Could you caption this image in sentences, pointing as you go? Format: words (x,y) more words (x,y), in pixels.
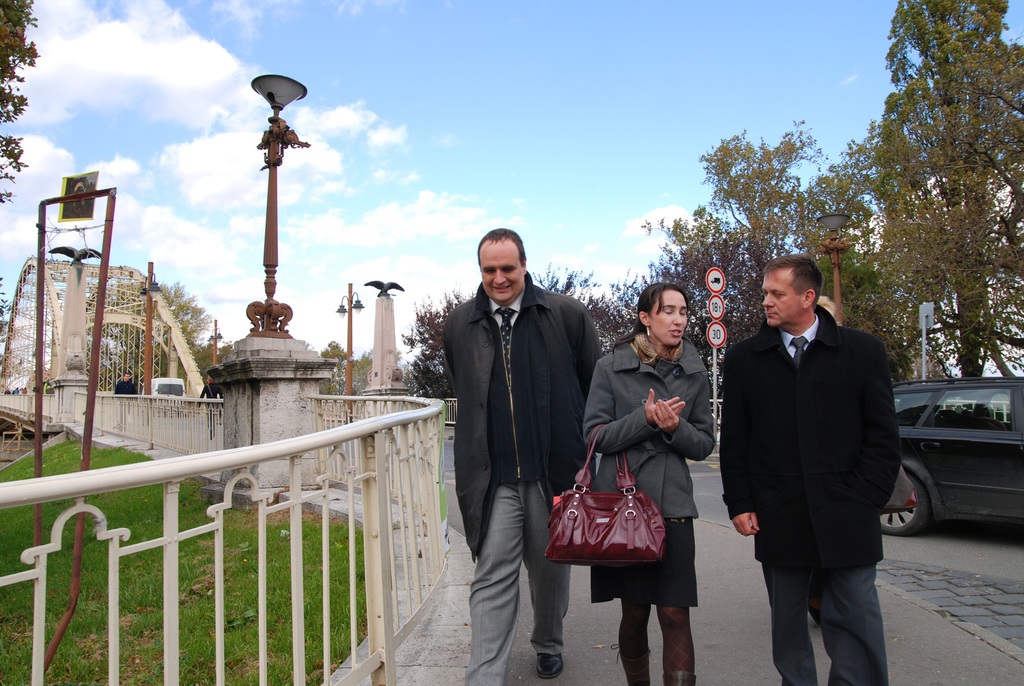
In this image we can see three person (529,366) walking on the road (898,573). At the background (57,416) we can see a bridge (14,359), trees (702,332) and a signboard (719,277). There is a vehicle (947,487) on the road (944,533). The woman (627,568) is holding a handbag (616,539). There is a sky (361,239) and cloud (256,140).
